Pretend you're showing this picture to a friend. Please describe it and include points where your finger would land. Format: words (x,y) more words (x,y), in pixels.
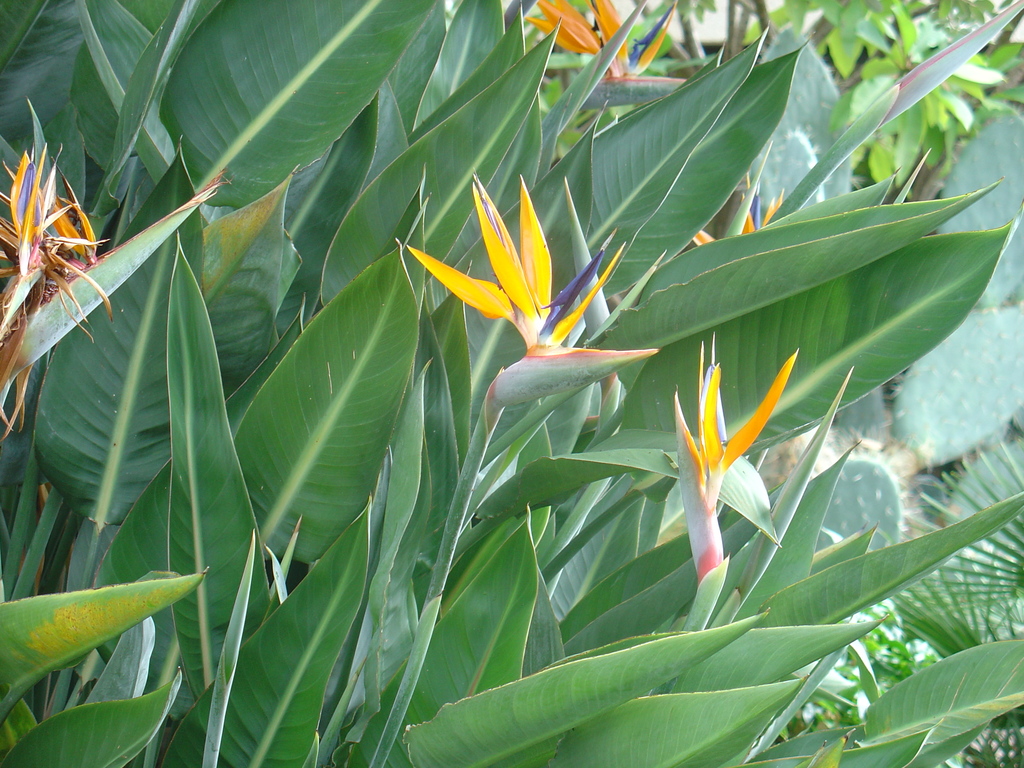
In this picture we can see a plants (836,343) with flowers (526,221) and in the background (962,176) we can see some cactus plant (973,359).
